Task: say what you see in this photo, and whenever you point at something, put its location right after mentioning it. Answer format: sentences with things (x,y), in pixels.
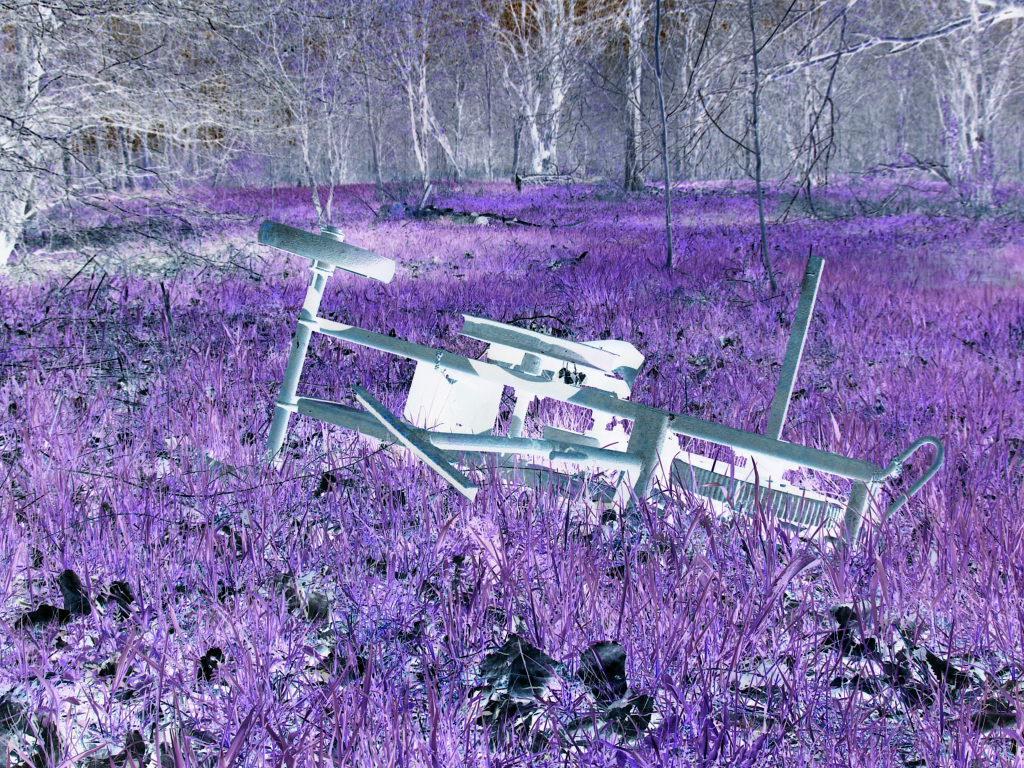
This is an edited picture and in this picture we can see an object (746,442), plants (825,325) and in the background (191,113) we can see trees (566,143).
